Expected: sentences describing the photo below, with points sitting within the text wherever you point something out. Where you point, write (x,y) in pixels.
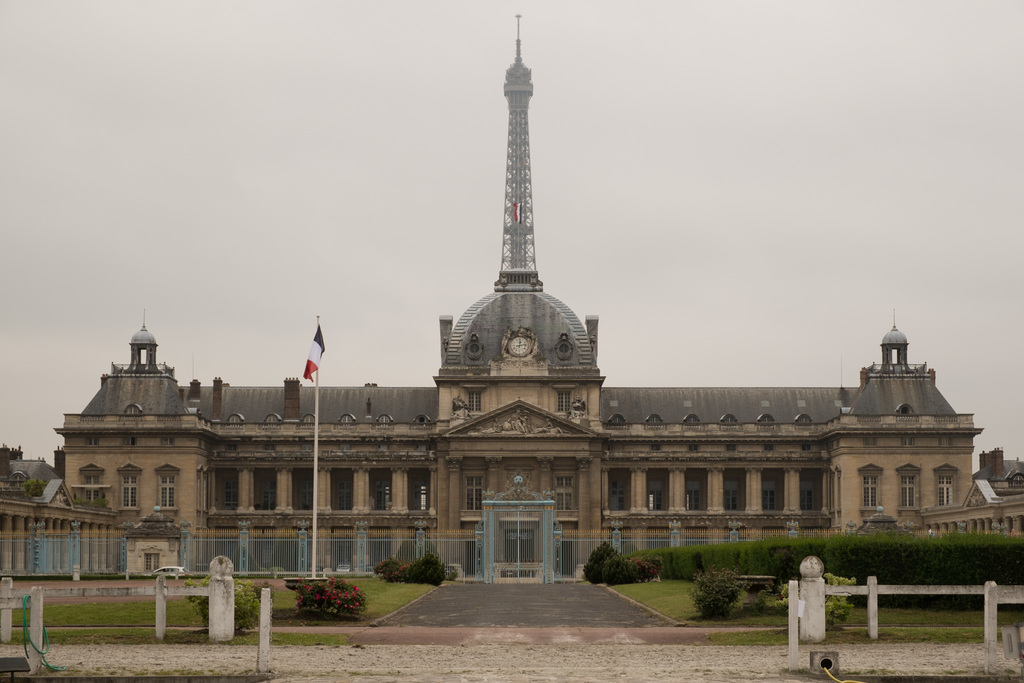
In this image, there is a building (966,507), there is a clock tower (476,330), at the left side (314,569) there is a white color pole (316,500) and a flag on the pole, there is a blue color fencing (450,543), at the right side (905,558) there are some green color plants (770,557), there is green color grass (669,582) on the ground (669,582) at some areas, at the top (194,168) there is a sky (372,75) which is cloudy and in white color.
